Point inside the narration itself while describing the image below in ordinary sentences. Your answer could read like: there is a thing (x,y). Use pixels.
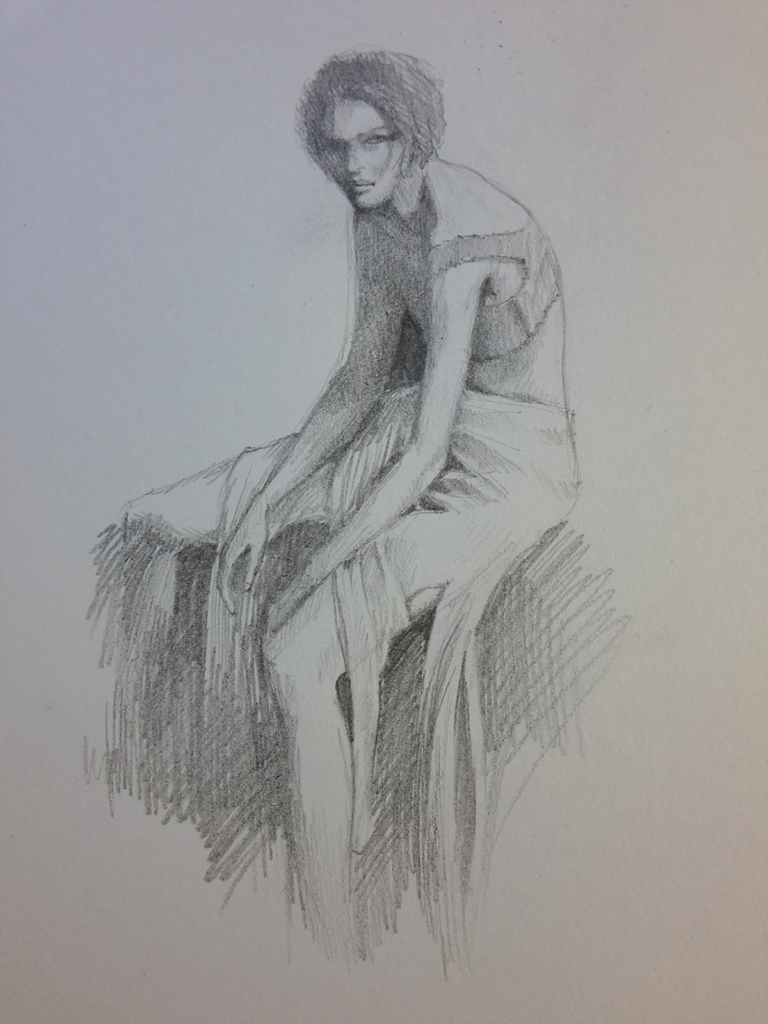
In this image I can see a white colour thing (226,383) and on it I can see sketch (398,486) of a person (394,423). I can see colour of this sketch (446,425) is black and white.
